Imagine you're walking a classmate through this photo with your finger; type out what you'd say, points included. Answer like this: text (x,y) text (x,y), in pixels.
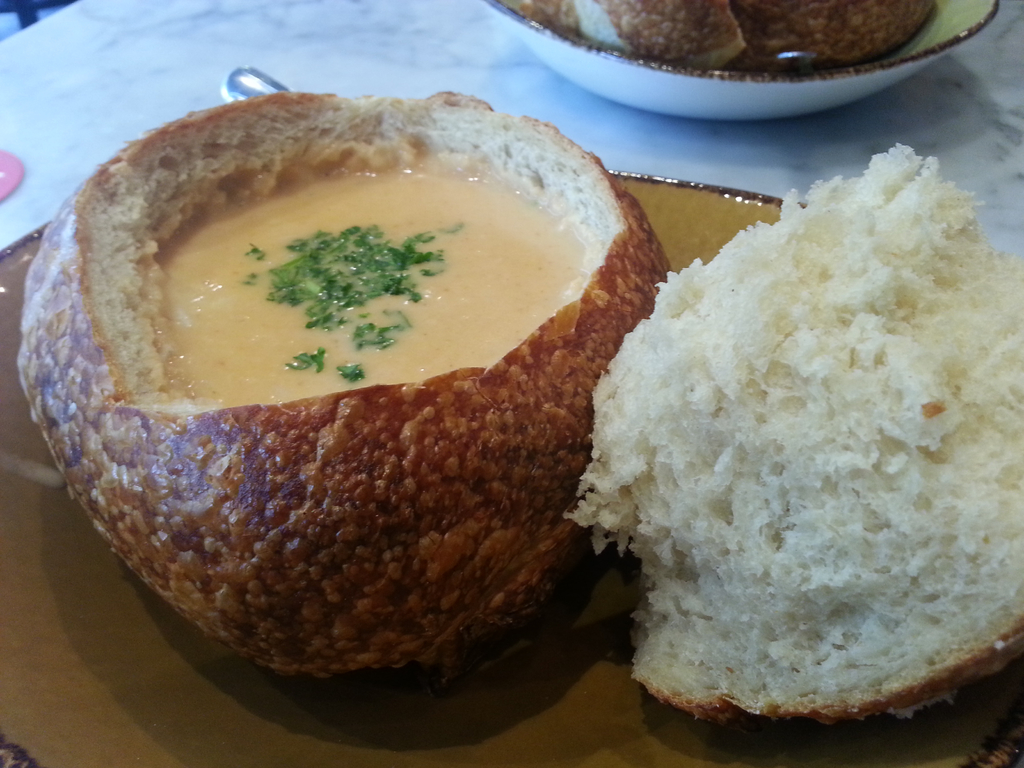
In the foreground of this image (271,422), there is a clam chowder (318,419) on a platter (259,694). In the background (710,64), there is a bowl (705,80) full of breads (710,40) which is placed on a table (280,52).
